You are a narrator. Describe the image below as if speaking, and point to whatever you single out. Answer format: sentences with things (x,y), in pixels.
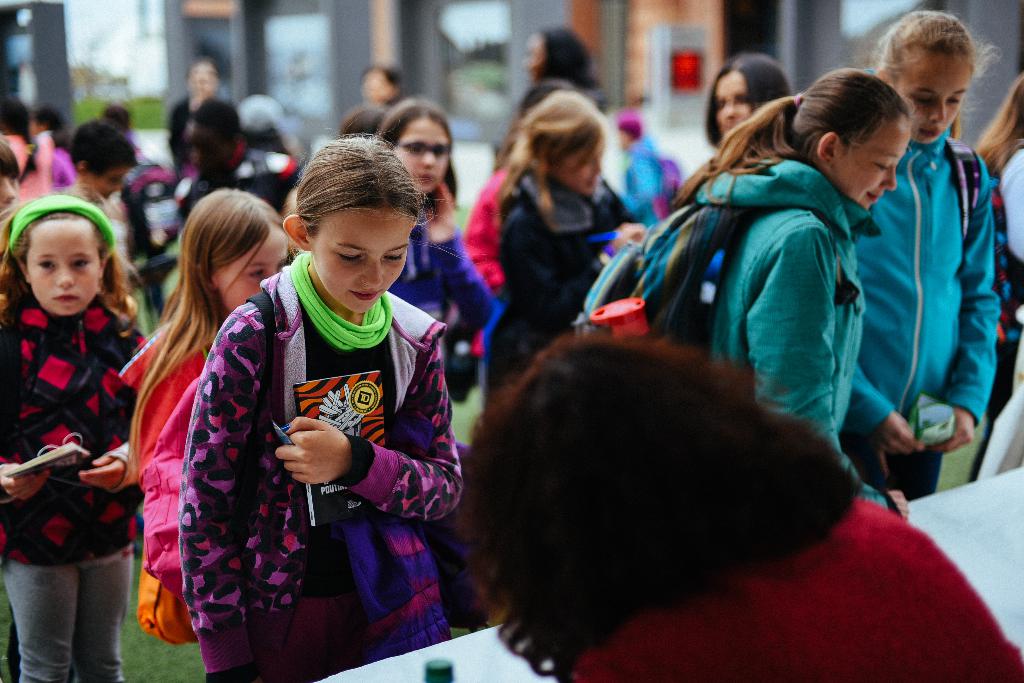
In this image I can see a girl (317,336) wearing black dress (328,357), pink jacket (235,381) is standing and holding a pen (288,437) and a book (328,408) and few other persons (252,166) standing behind her. I can see a woman (648,508) wearing red dress (861,598) in front of a table (448,645) and on the table (447,658) I can see a bottle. In the background (316,106) I can see few other persons (248,125), some grass (161,121), the sky (114,63) and the building (630,79).
